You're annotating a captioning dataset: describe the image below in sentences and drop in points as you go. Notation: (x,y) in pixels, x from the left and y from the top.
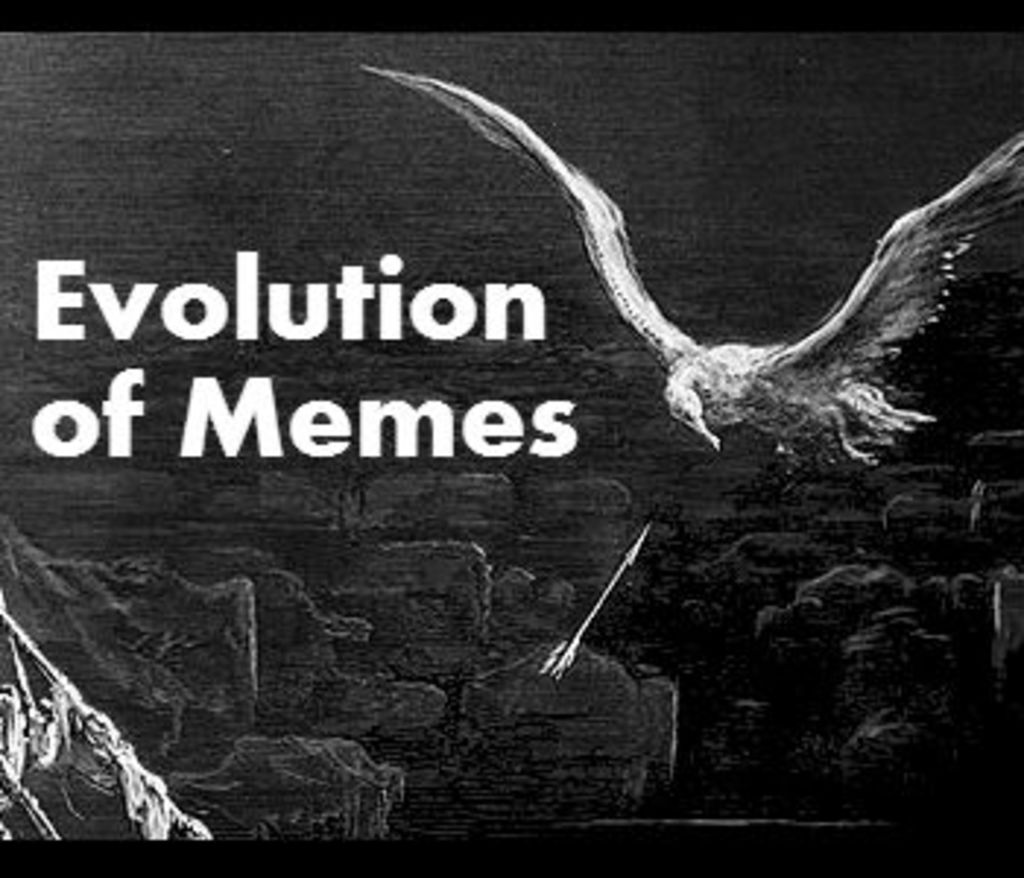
In this image there is a poster (565,615) on which text (264,392) is written, there is a bird (754,401), there is an arrow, there is an object (79,720) truncated towards the left of the image (82,756), the background of the image (451,622) is dark.
